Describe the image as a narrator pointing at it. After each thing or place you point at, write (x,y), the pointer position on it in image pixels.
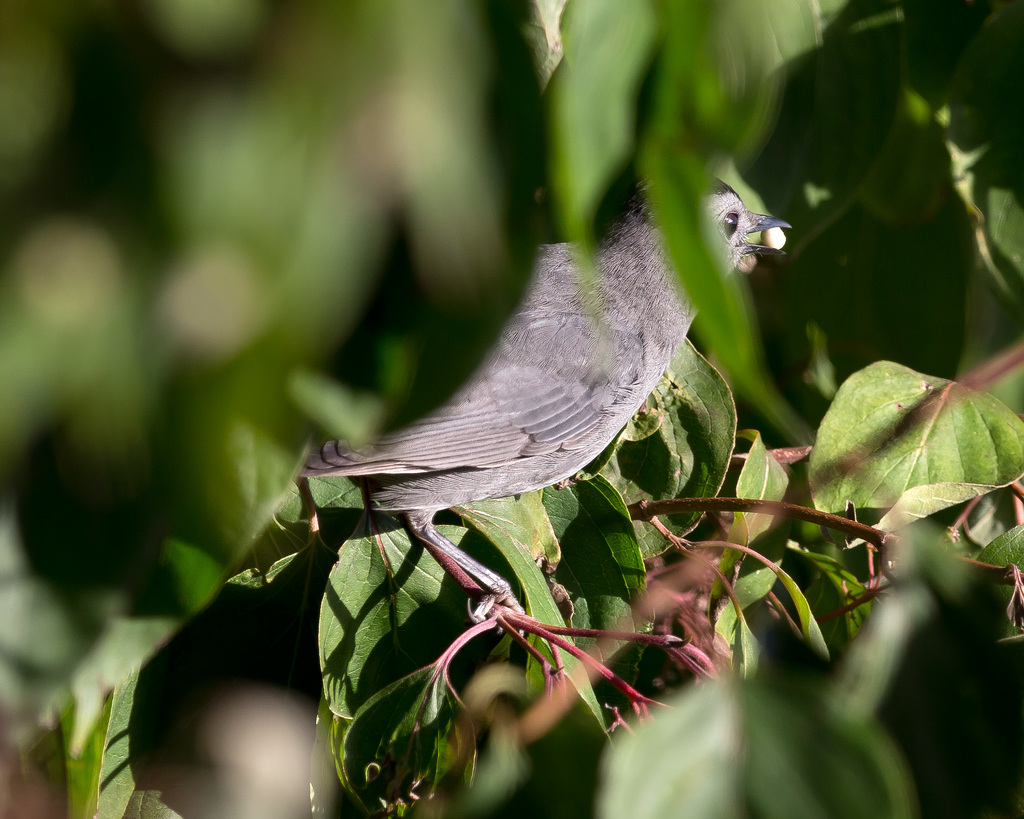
In the image we can see a bird (509,345), gray in color and the bird (478,448) is sitting on the stem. Here we can see leaves (720,597).
